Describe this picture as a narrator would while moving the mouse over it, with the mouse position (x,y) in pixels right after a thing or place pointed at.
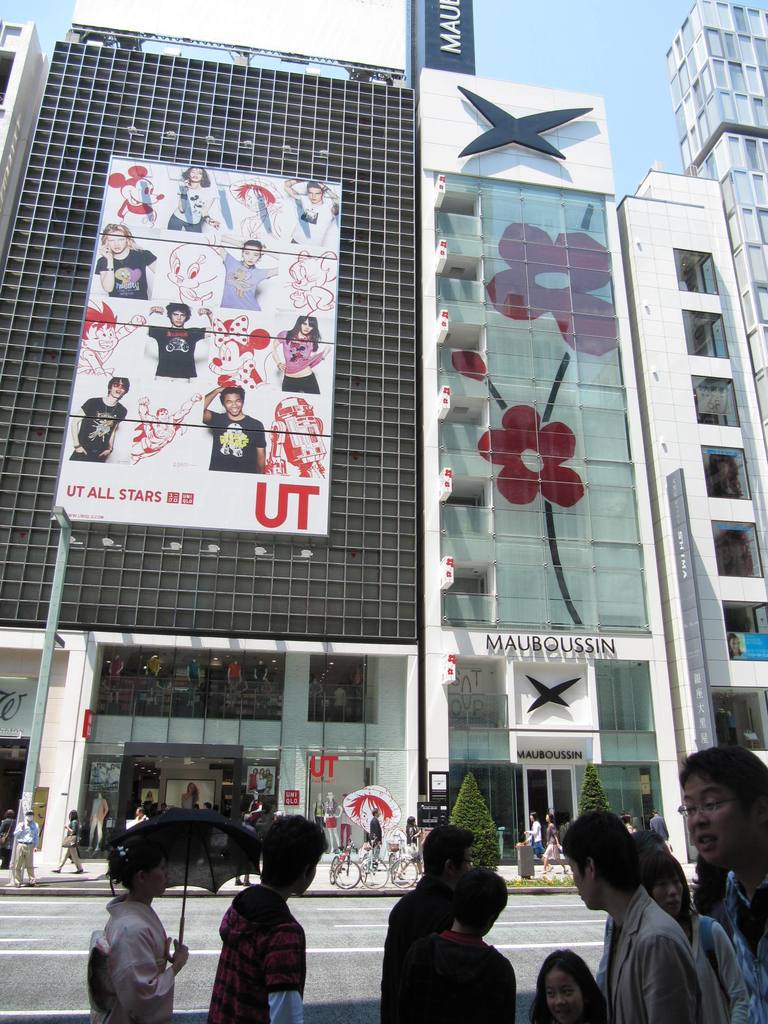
In this image there is a building (279,589) in the middle (289,527). At the top of the building (286,602) there is a hoarding (436,27). In front of the building (299,560) there is a road (357,910). At the bottom (391,970) there are few people (427,936) who are walking on the footpath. On the left side (127,912) bottom there is a girl (145,949) who is holding the umbrella (174,866). Under the building (85,784) there is a footpath (86,866) on which there are few people (370,824) who are walking while few bicycles (368,865) are parked. There is a design (568,356) on the glass (490,373).
